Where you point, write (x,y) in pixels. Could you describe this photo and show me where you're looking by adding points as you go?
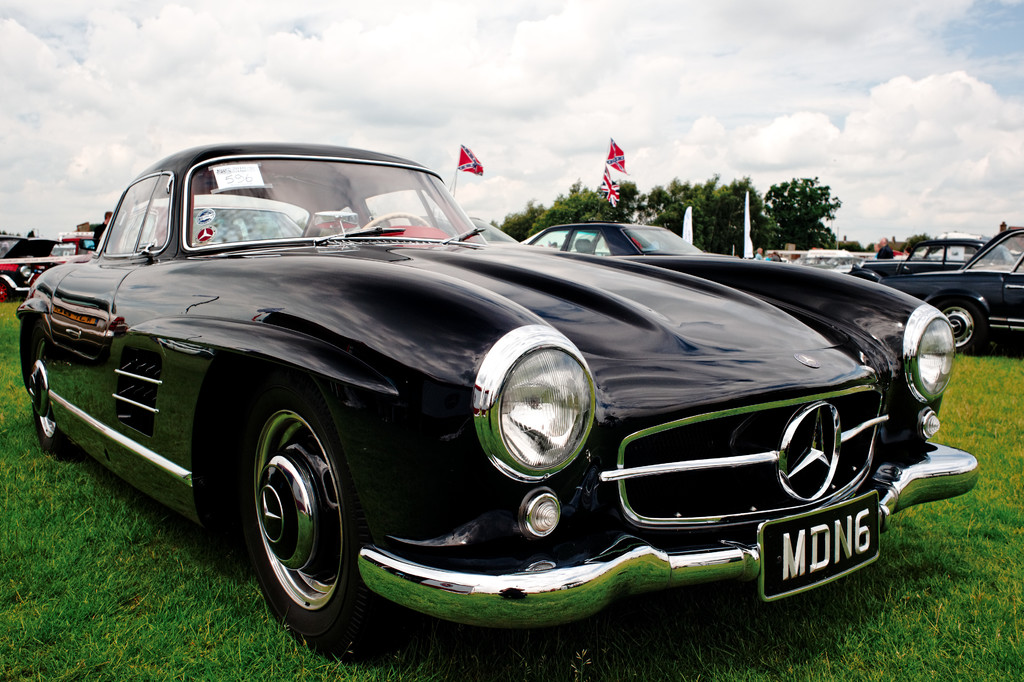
In this image we can see there are few cars (390,439) parked on the surface of the grass (597,637). In the background (710,211) there are few flags (461,164), trees (677,205) and a sky (630,178).
